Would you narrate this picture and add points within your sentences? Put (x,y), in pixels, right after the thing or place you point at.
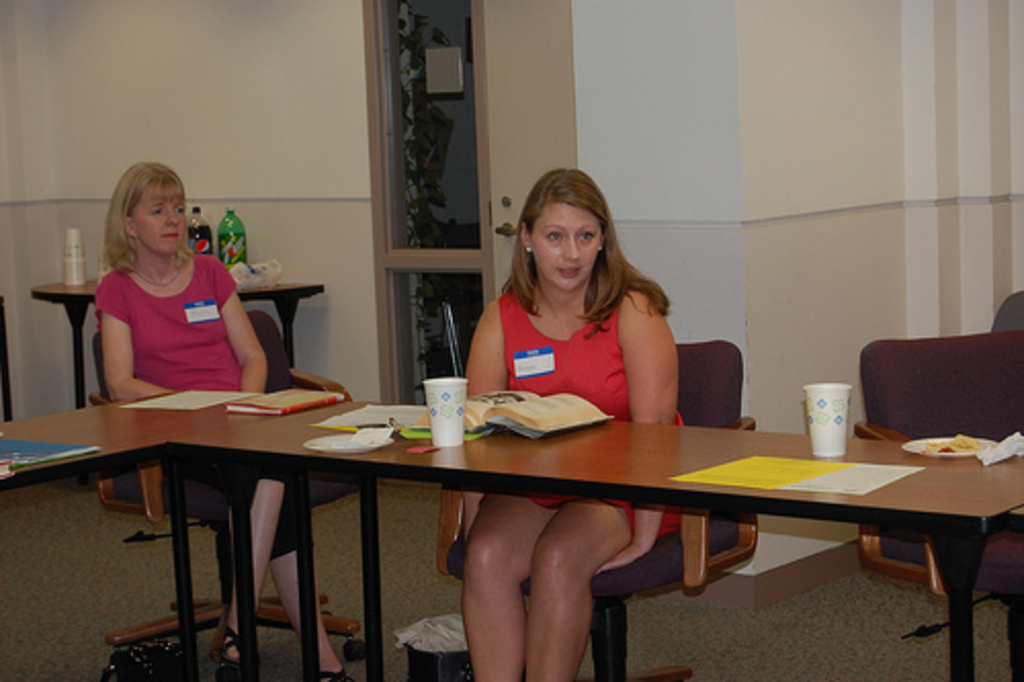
In this image in the middle (575,310) there is a woman (558,609) she wear red dress (623,397), her hair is long. On the left (157,341) there is a woman (153,263) she is staring at something her hair (131,213) is short. In the background (351,221) there is a table (287,308), bottles (203,248), door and wall (833,212). In the middle (483,449) there is a table (553,464) on that there is a cup (837,422), book (530,436) and paper (756,468).
